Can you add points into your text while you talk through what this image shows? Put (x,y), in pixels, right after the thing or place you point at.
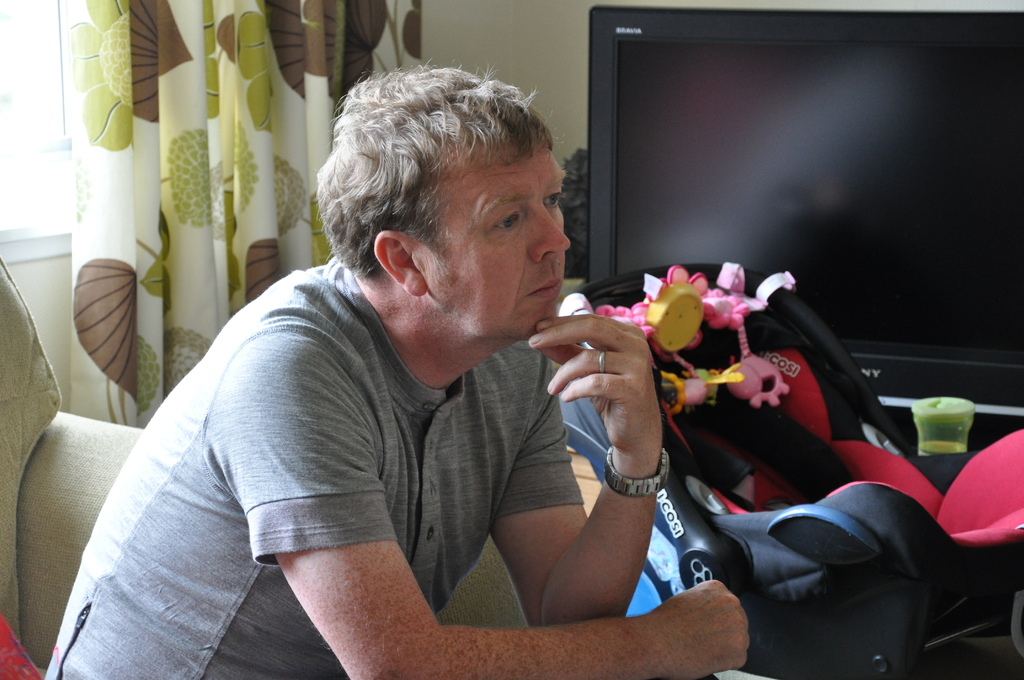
In this picture, we see a man (410,478) in the grey T-shirt (410,478) is sitting on the sofa (80,551). Beside him, we see a baby trolley (739,476) and the toys (739,378) in pink and yellow color. Beside that, we see a green water bottle (924,415). Behind that, we see a television (775,226). On the left side (139,88), we see the windows (59,129) and the curtain (153,194) in white, green and brown color. In the background (473,72), we see a wall (501,54).
